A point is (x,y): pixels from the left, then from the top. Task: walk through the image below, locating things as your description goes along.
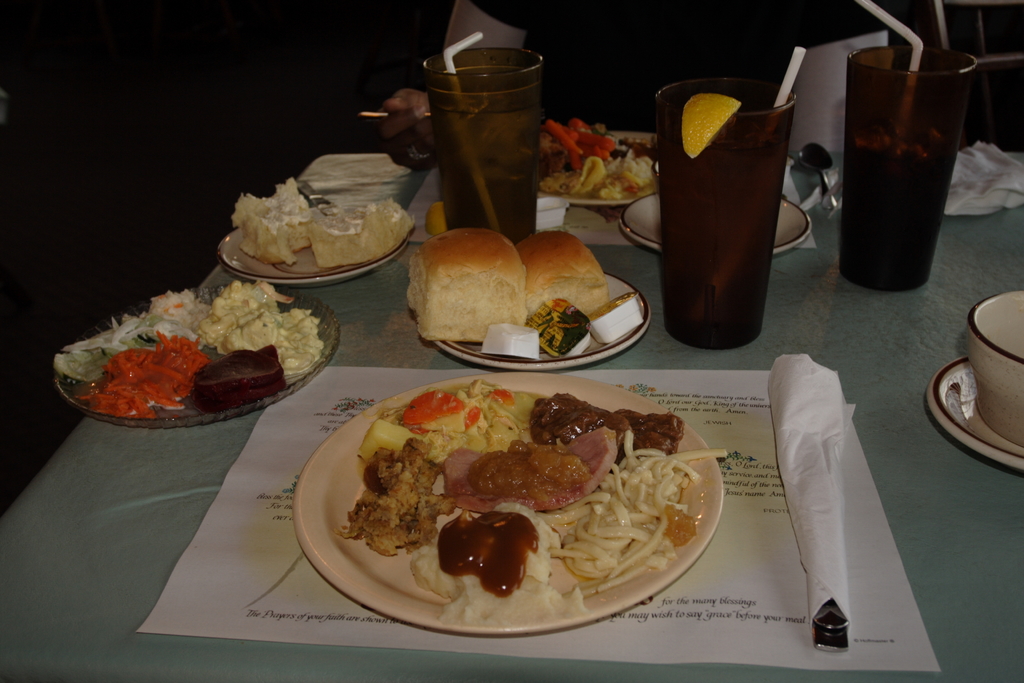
In this image we can see food items (473,277) in plates (627,290) on the table (204,470). There are glasses (724,172). In the background of the image (399,108) there is a person (619,88).
